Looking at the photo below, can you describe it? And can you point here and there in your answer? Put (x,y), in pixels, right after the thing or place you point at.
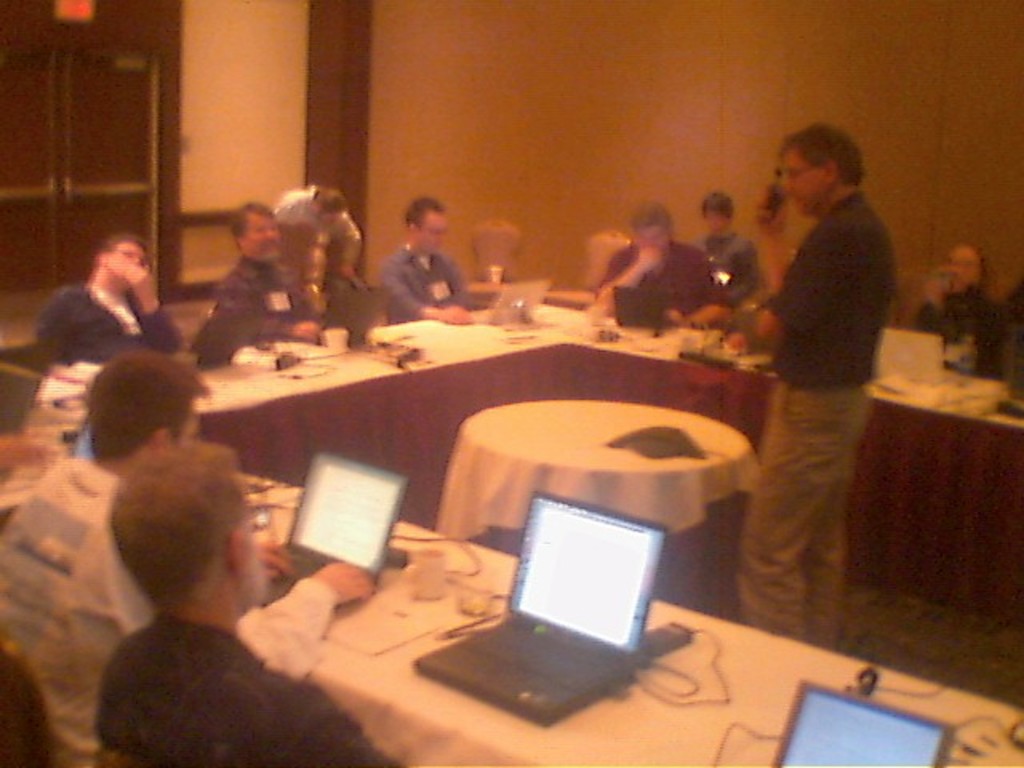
this picture is very blurry and it is a conference room (501,456). Here we can see few persons (127,400) sitting on the chairs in front of a table (515,752) and there are laptops (349,496) in front of them. Here we can see a man (775,417) standing in front of a table (599,471). On the background (390,59) we can see a wall (585,84) and a man (297,215) bending over here.
